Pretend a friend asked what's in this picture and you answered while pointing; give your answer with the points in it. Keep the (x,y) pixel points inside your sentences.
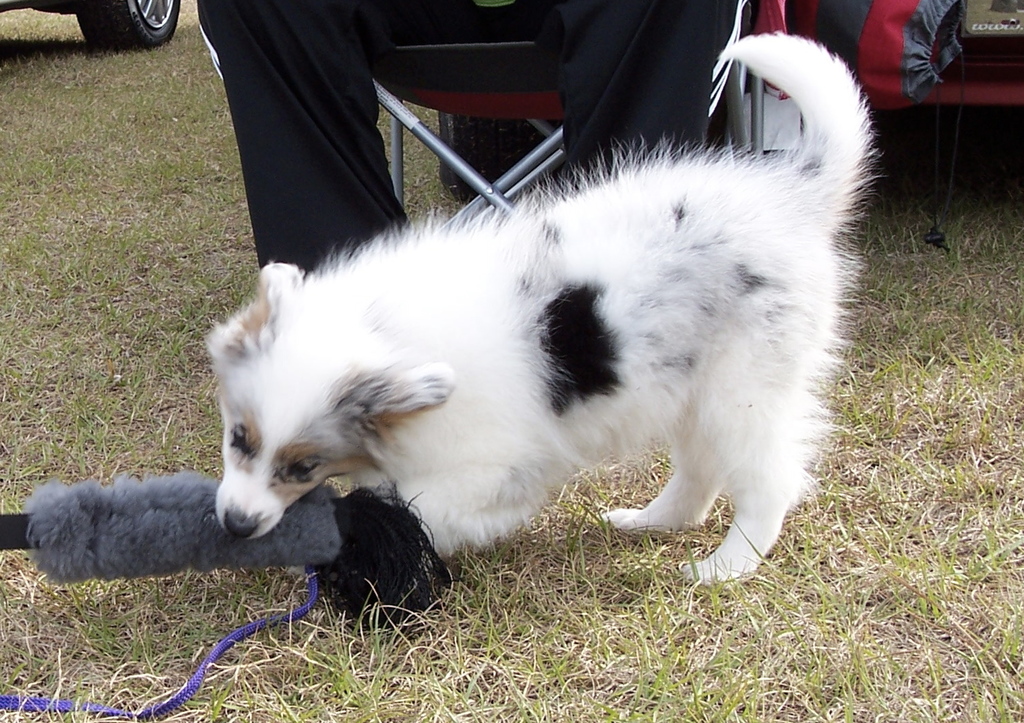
In this picture we can see white dog (337,420) on the grass ground (568,547). Behind there is a man (317,115) wearing a black track (603,115) and sitting on the chair (454,101).
